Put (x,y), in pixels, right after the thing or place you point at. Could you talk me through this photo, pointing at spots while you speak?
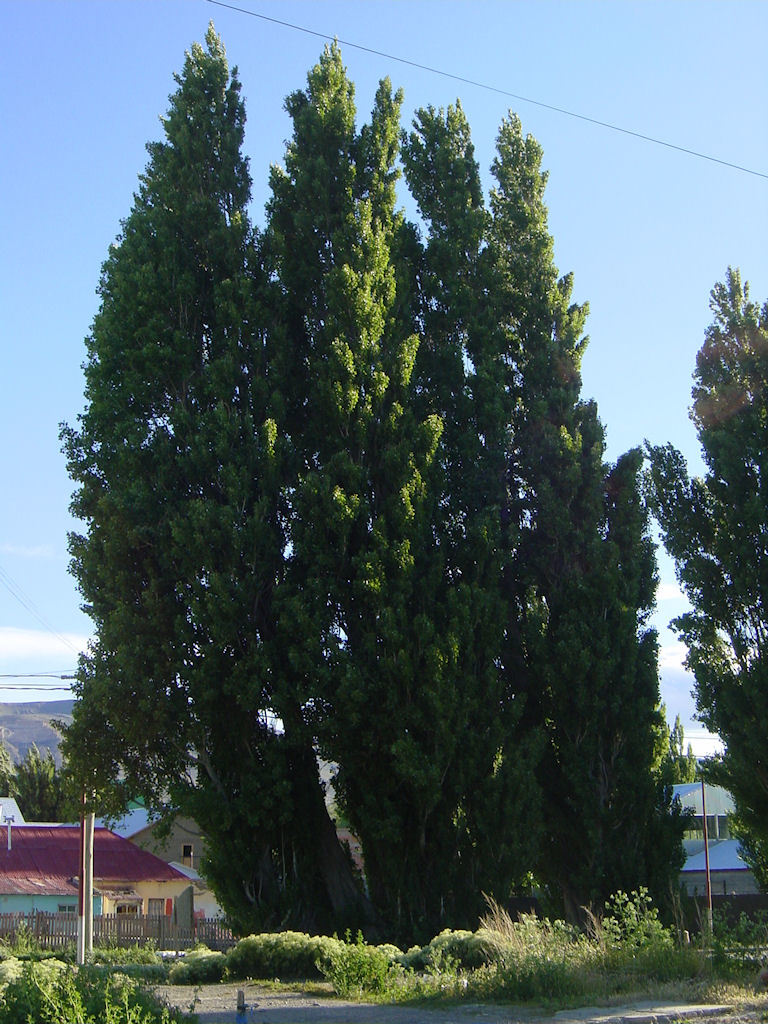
In this image we can see trees (421,741), plants (619,902), poles (711,898) and other objects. In the background of the image (64,891) there are houses (114,874), fence (149,916), poles (87,945), cables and the sky (60,289). At the bottom of the image (227,1000) there are plants (71,1006) and ground (408,1019).
